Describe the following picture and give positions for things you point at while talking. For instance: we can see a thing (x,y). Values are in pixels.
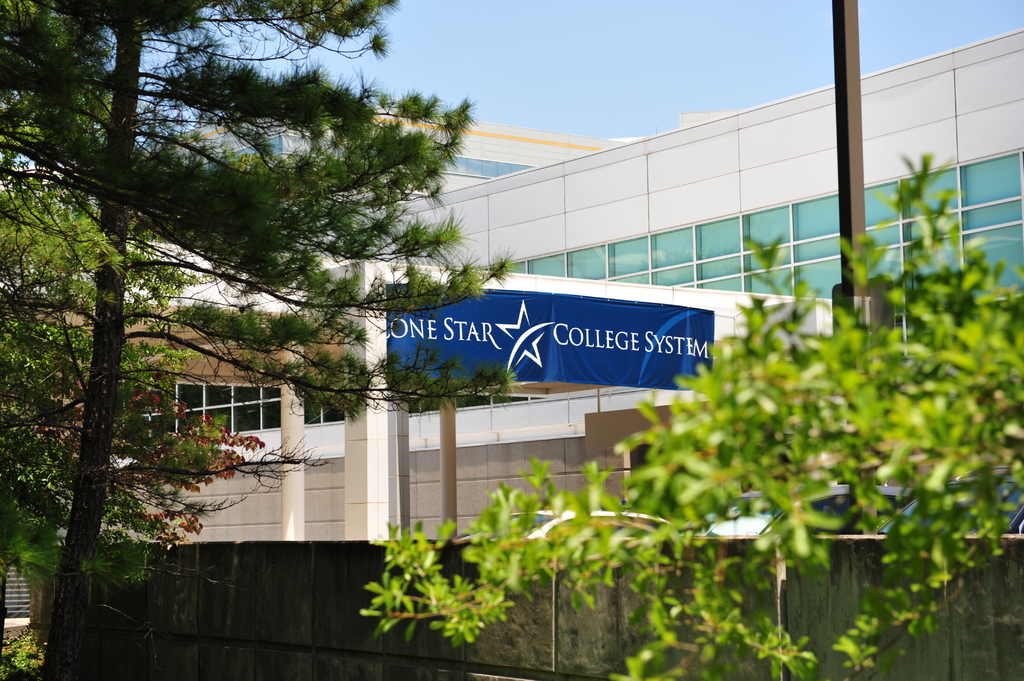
Bottom left side of the image (230,461) there are some trees (238,458). Bottom right side of the image (912,472) there are some trees (657,679). Behind the trees (657,679) there is a wall (1011,615). Behind the wall (1000,546) there are some vehicles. Top right side of the image (1016,127) there is a building (1022,91). Behind the building (972,116) there is sky (792,44).
